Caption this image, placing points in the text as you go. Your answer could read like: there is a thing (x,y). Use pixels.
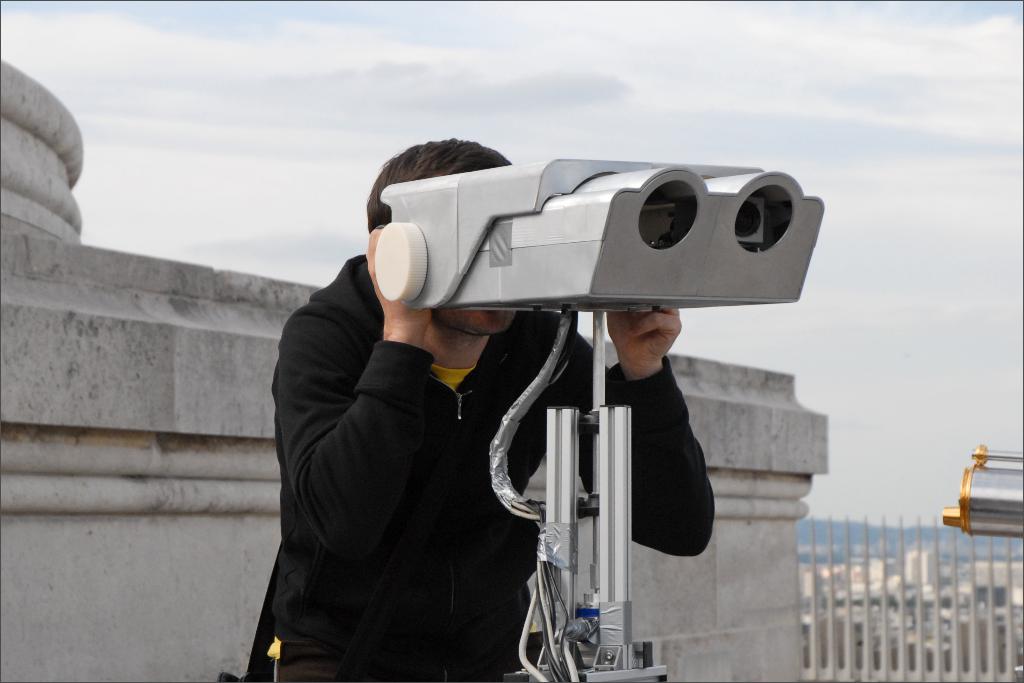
In the foreground (642,381) I can see a person (673,488) is holding some object (643,307) in hand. In the background (739,444) I can see fence (954,599), building (797,435), trees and the sky (904,16). This image is taken, may be during a day.
